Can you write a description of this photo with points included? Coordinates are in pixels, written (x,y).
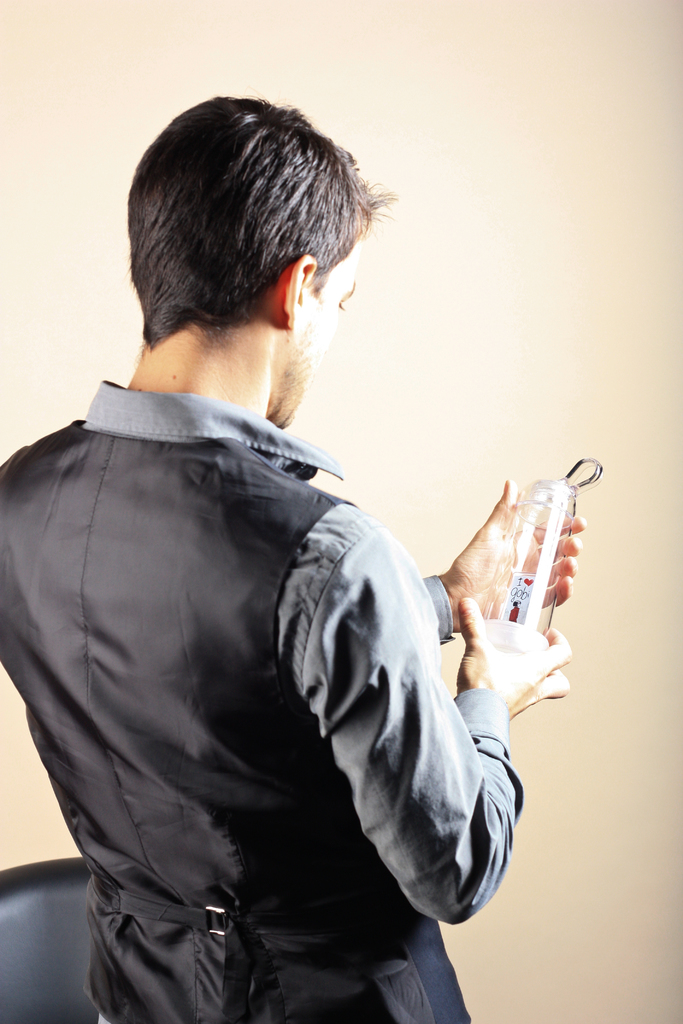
In this image I can see a person (216,639) wearing grey colored shirt (349,707) and black jacket (207,756) is standing and holding a bottle (506,604) in his hand (493,562). In the background (562,421) I can see the cream colored wall (488,242) and black colored object (73,889).
